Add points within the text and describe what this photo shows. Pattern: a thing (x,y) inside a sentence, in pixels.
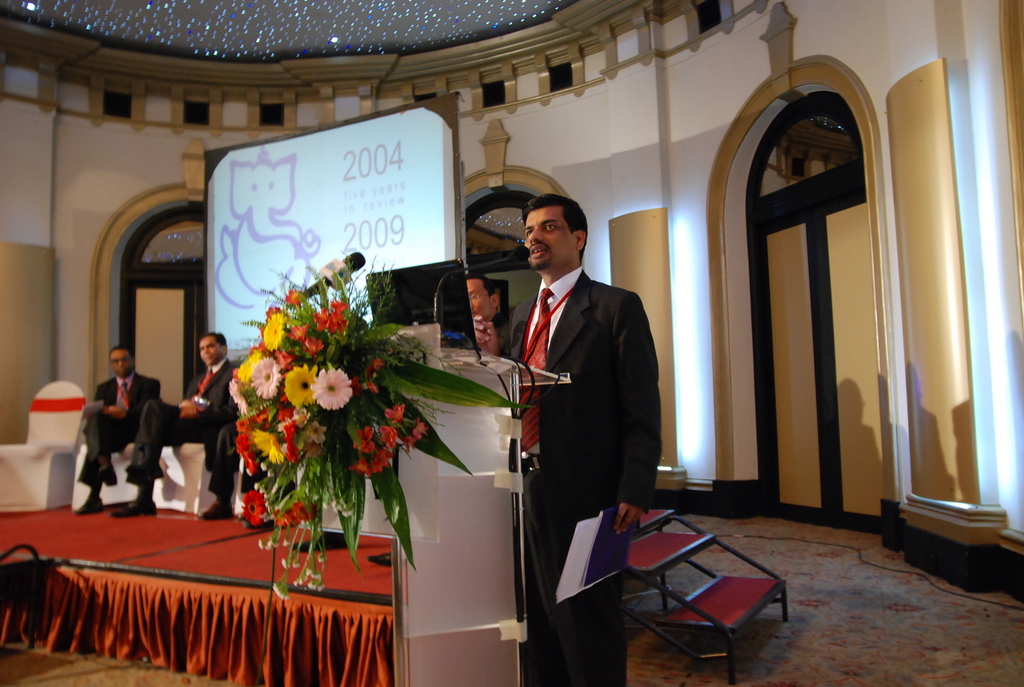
This is the picture in the picture the man (559,396) giving the speech behind the podium (450,428), on the podium (453,480) there is a laptop (427,293) and microphone (343,274). There are chairs (70,474) in the stage (135,538) on the chairs (117,456) people (130,408) are sitting backside of the two people (153,401) there is a projector screen (289,242) on the screen (274,248) there is a drawing (254,246) of lord Ganesha (262,239). There are flowers (331,378) on the podium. The background (533,151) the screen (263,258) is a wall (519,155) with white and gold painting (631,245).
